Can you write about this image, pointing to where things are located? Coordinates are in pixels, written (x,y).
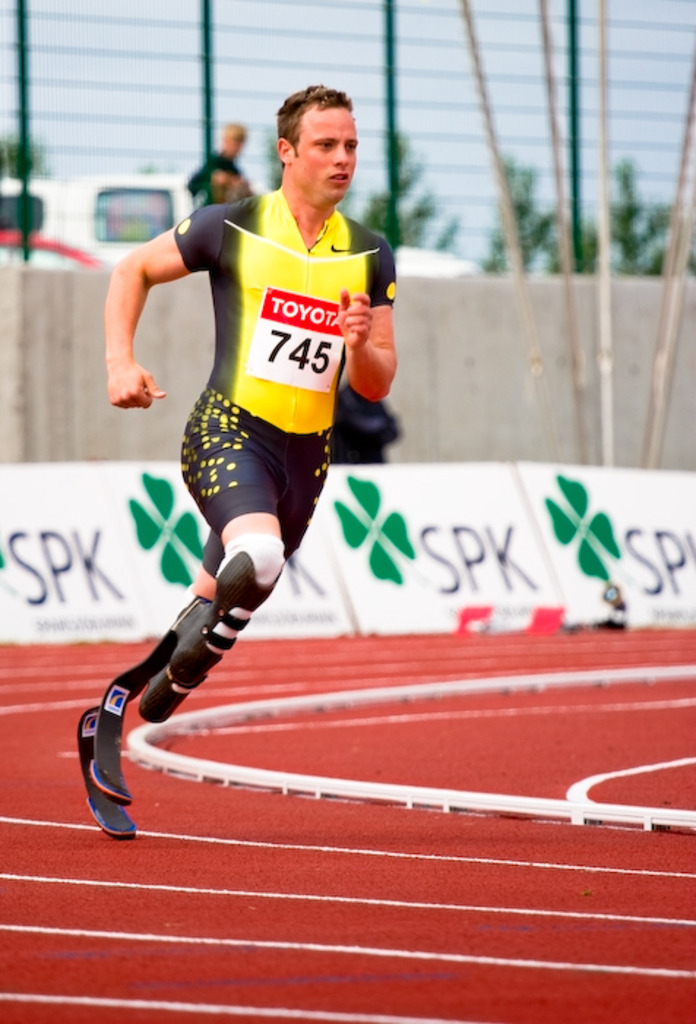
This image consists of a man (116,827) running. He is a handicap. At the bottom (328,855), there is a ground (459,877). In the background (512,95), there is a fencing (35,149) along with the banners (400,593).
